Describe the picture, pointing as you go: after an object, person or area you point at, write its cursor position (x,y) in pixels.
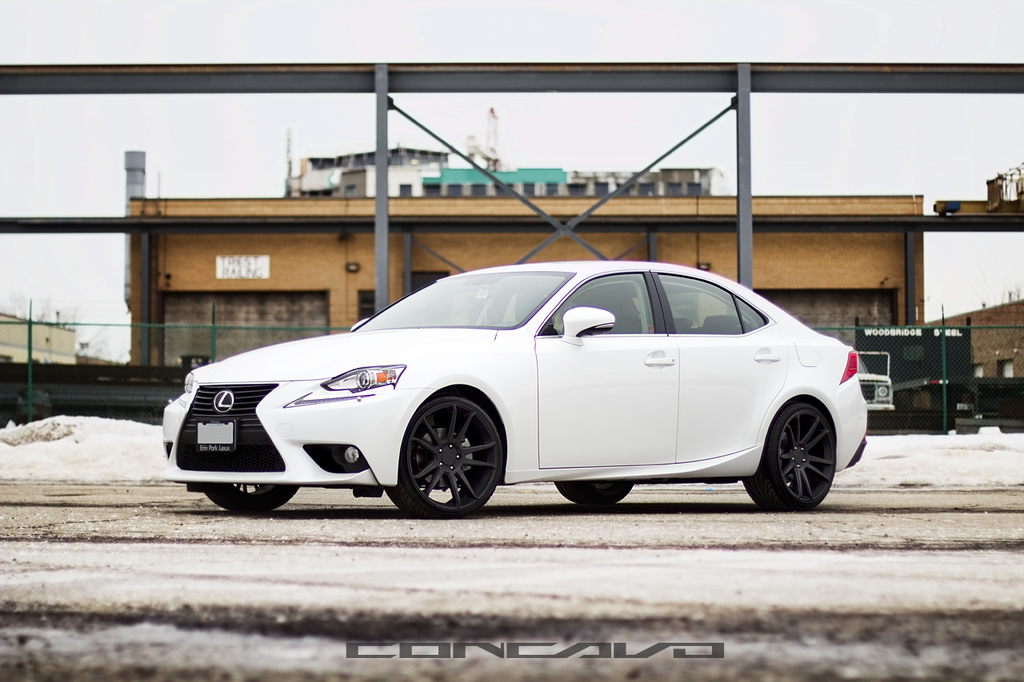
In this picture I can see vehicles (506,453), there is snow (157,449), there is fence (126,324), there are buildings (396,272), and in the background (263,129) there is the sky (546,110) and there is a watermark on the image.
